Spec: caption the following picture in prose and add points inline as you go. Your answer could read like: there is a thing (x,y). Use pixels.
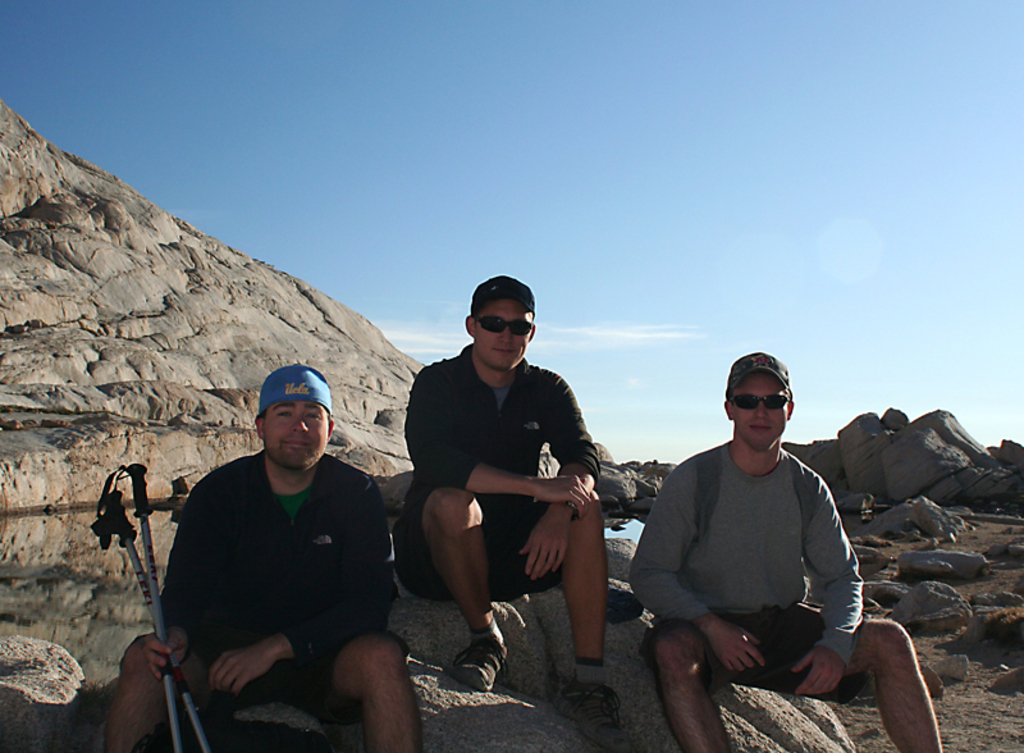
In this image there are three persons (594,642) wearing caps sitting on a rocky surface (553,635). Here the person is holding two sticks (157,598). These two persons (523,381) are wearing glasses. In the background (672,423) there is sky (479,189).
